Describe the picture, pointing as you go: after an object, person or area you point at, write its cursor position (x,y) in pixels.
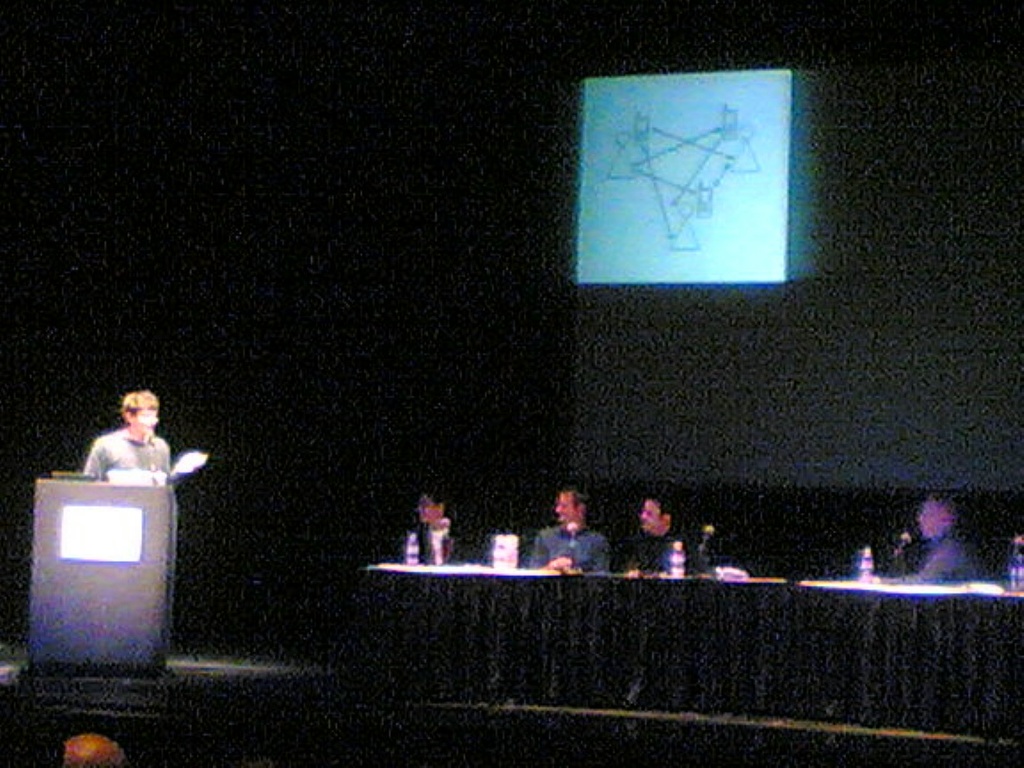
In this image we can see few people (943,519) sitting. In front of them there is a platform (647,620) with mics (904,551), bottles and some other items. Also there is a person (148,441) standing. Near to him there is a podium (122,509) with mic (153,454). In the back (261,280) there is a wall (619,358) with screen (676,178).
